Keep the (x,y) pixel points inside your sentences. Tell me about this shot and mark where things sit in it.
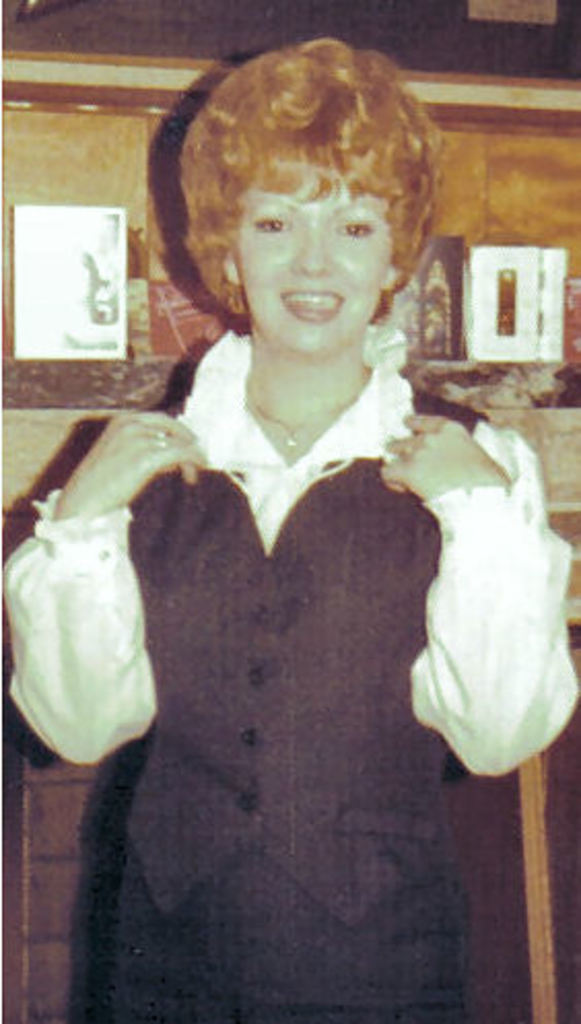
This picture shows a woman (405,943) standing we see a smile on her face (282,270) and we see a photo (114,235) and couple boxes (476,292) in the cupboard (567,378).
